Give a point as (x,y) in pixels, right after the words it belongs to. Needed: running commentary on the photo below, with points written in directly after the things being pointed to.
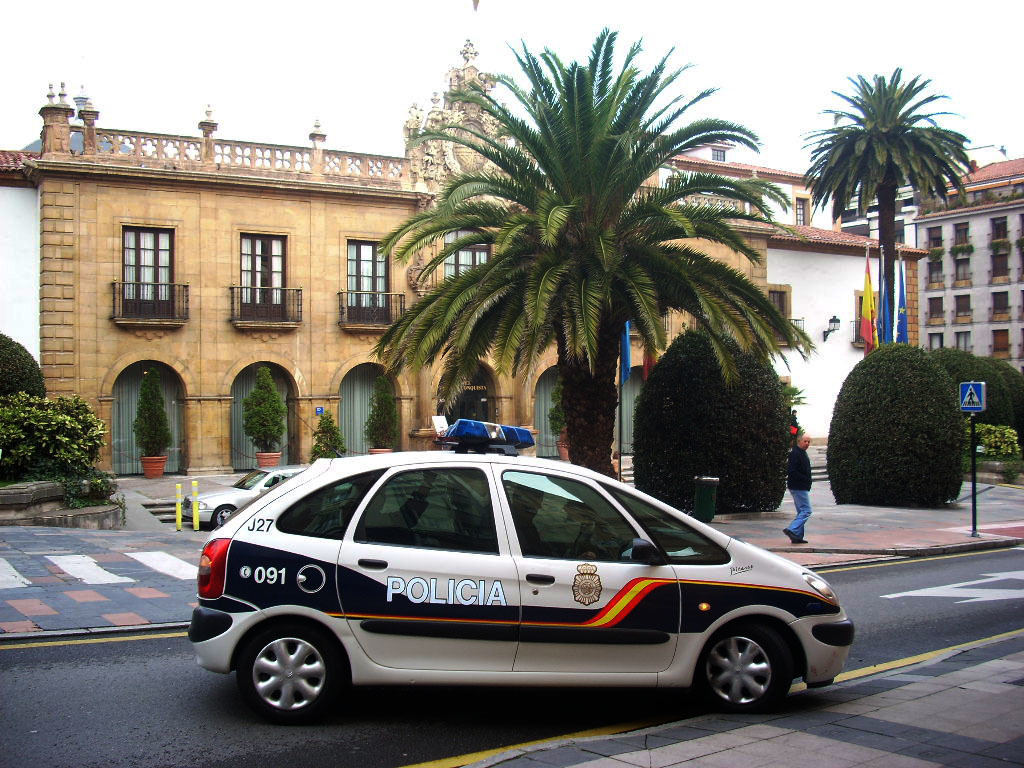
In this picture we can see a car (476,563) on the road (955,554), trees (607,404), building (985,163) with windows (346,436), flags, house plants (276,433) and a man (795,533) walking on a footpath (809,547) and in the background (756,64) we can see the sky (141,68).
